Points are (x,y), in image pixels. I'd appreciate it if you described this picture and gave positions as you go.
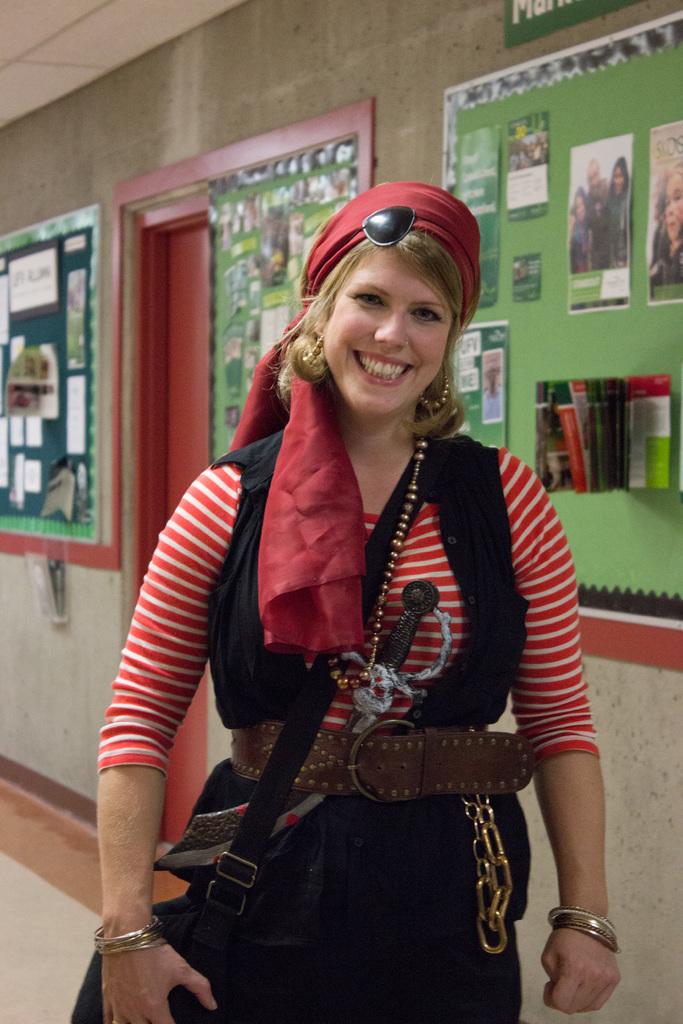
In this picture I can see a wall (397,104) with few green boards (487,306) and I can see posters (583,185) on the boards (599,361) and I can see a woman (215,664) standing, she wore a bag (380,585) and I can see smile on her face (381,353).
